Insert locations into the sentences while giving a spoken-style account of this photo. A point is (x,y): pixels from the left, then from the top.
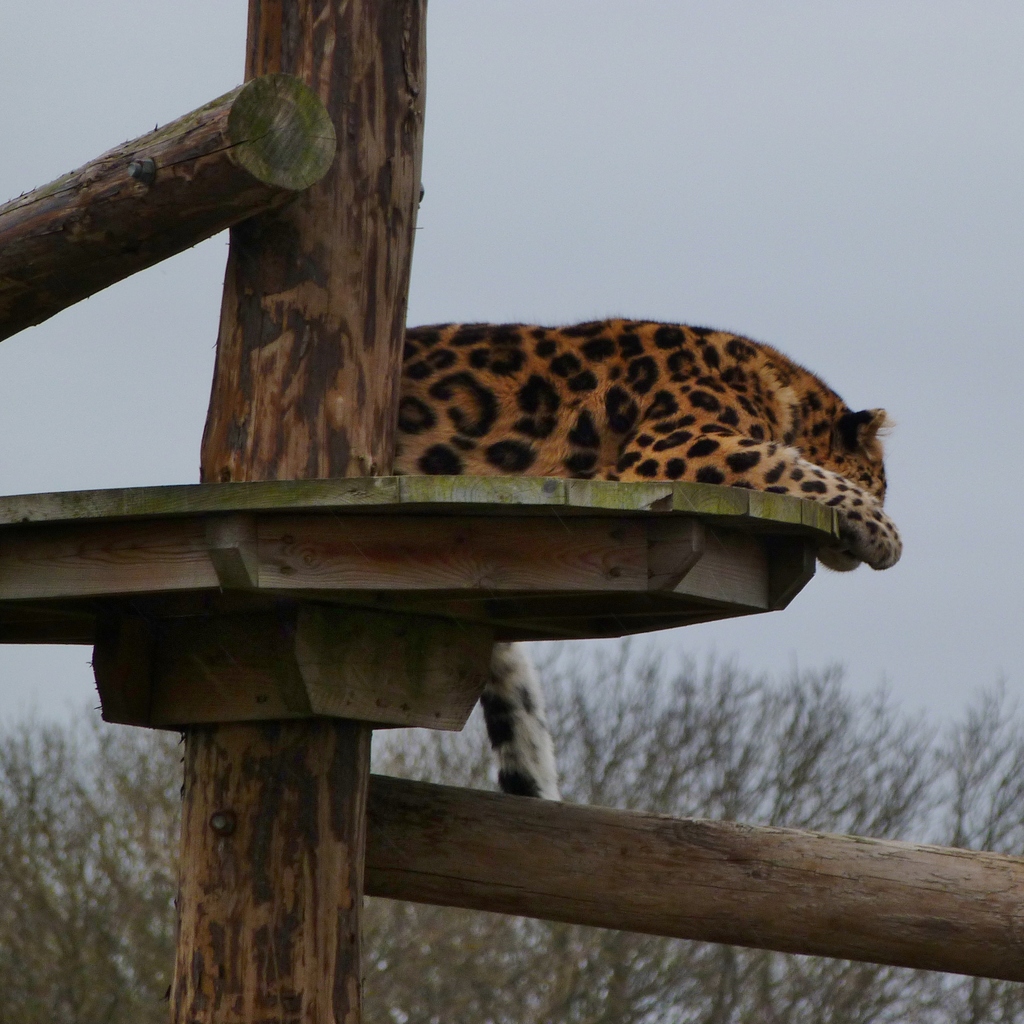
In the background (977,378) we can see the sky (931,188) and trees (105,865). In this picture we can see wooden poles (334,135). On a wooden platform (676,572) we can see a leopard (827,563).
